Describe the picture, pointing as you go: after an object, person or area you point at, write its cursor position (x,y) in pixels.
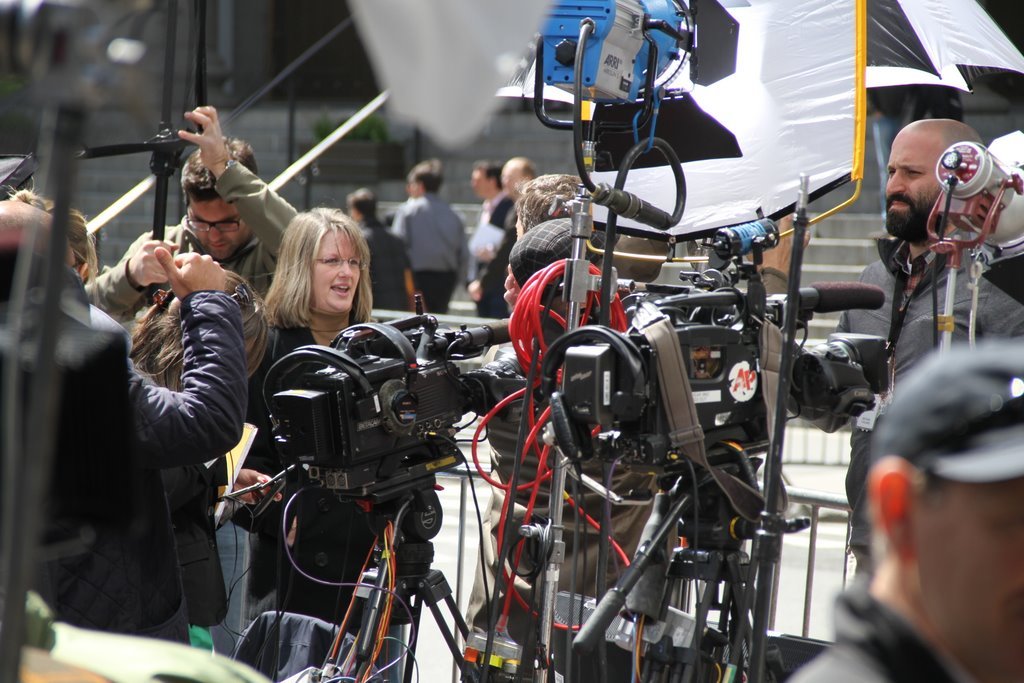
In the picture we can see some people (398,274) are standing on the path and near them, we can see the camera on the tripod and beside it, we can see some camera equipment (650,97) with wires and some white color screen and behind it we can see some steps (855,217) and railing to it.
